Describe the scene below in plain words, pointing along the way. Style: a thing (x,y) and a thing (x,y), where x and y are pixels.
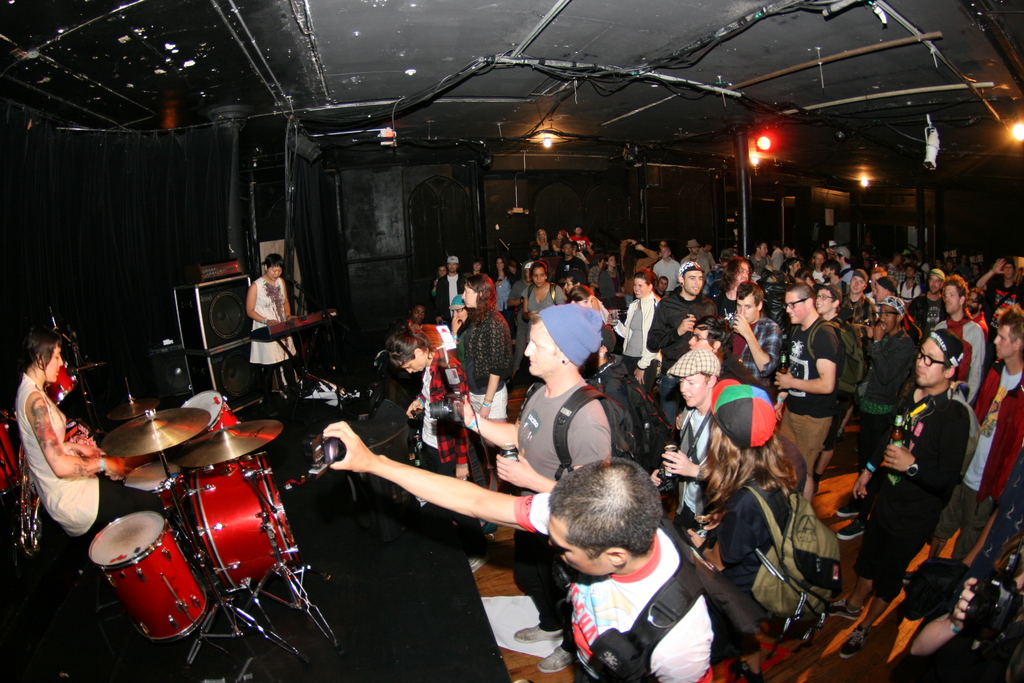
In this image I can see the group of people (626,495) with different color dresses (751,509). I can see few people (555,366) are wearing the caps (582,358) and bags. In-front of these people (488,328) I can see two people (65,431) playing the musical instruments (195,429). To the side of these people (60,457) I can see the sound boxes (171,378). And there is a black background (130,172). I can see the lights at the top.
